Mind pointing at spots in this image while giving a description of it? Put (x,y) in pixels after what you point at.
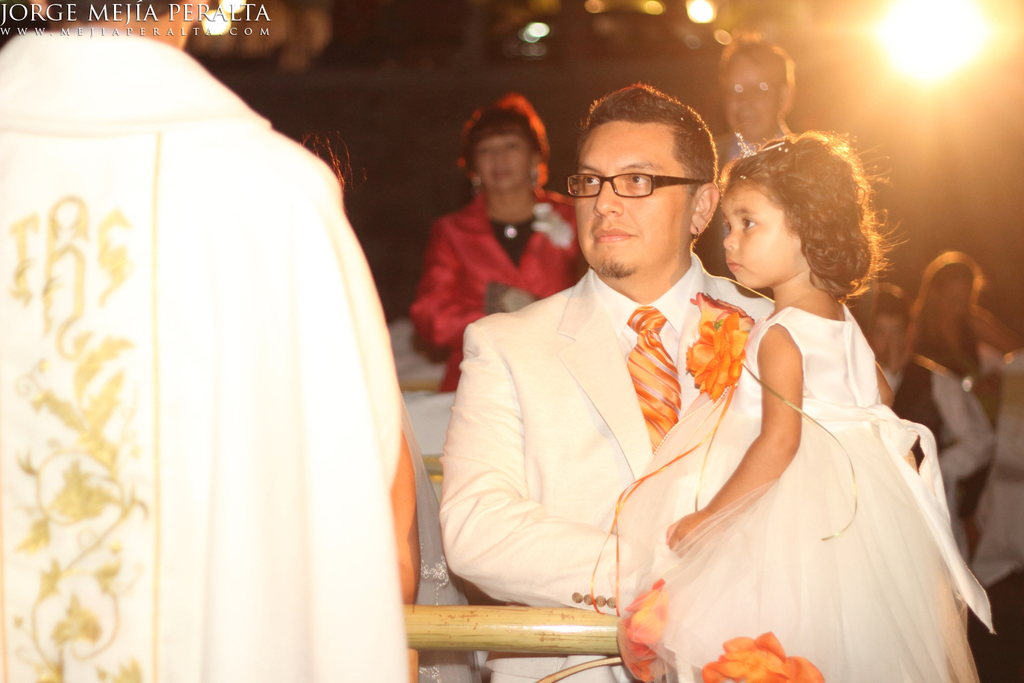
People (466,138) are present. A person (574,414) is holding a girl (790,328) wearing a suit (541,422) and an orange tie (644,334). There is a light (951,37) at the back (951,37).
